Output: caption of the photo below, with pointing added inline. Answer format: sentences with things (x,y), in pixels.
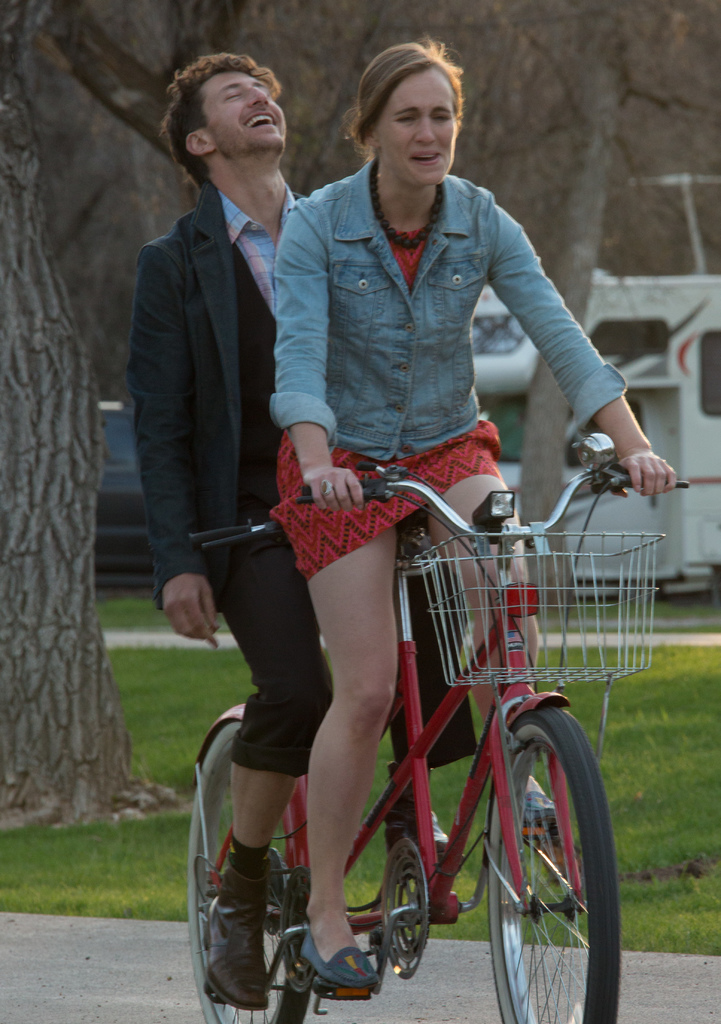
The person (365,307) wearing a blue jacket (385,310) is a lady (396,359) and the person (254,339) who is wearing a black coat (227,357) is a man (227,359), Both of them are riding a red bicycle (460,631), In background (620,687) there are trees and there is also grass (635,692) on the ground (653,702).
